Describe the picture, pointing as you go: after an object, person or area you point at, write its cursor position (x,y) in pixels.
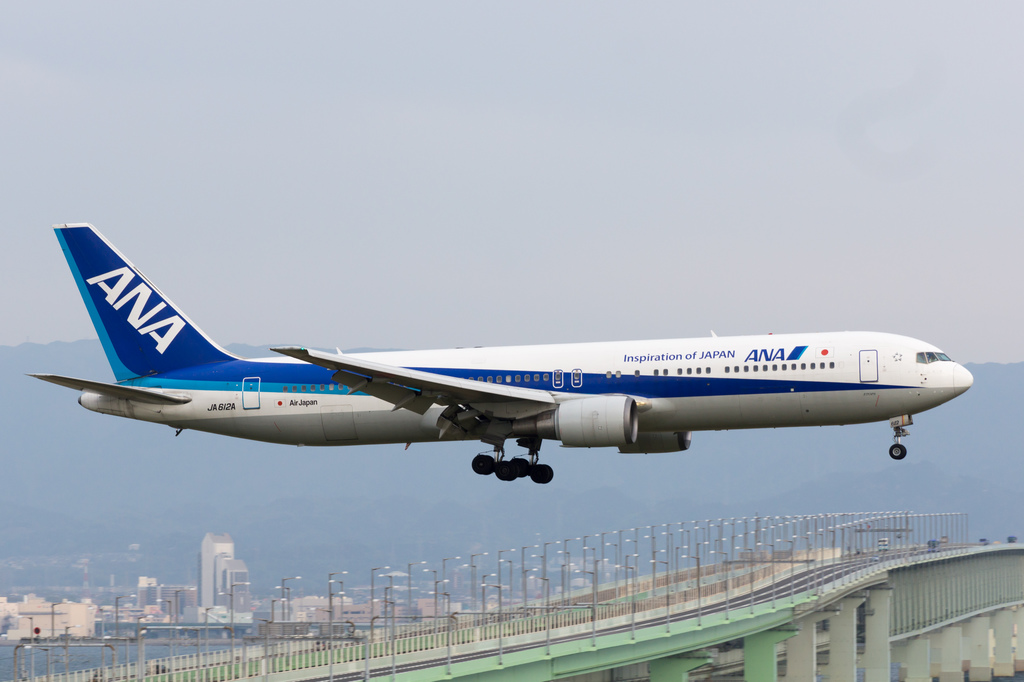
In the picture I can see an aeroplane (510,395) is flying in the air (467,262). In the background (569,601) I can see street lights (387,604), buildings (267,604), a bridge (410,642), the sky (469,277) and some other objects (471,540).
